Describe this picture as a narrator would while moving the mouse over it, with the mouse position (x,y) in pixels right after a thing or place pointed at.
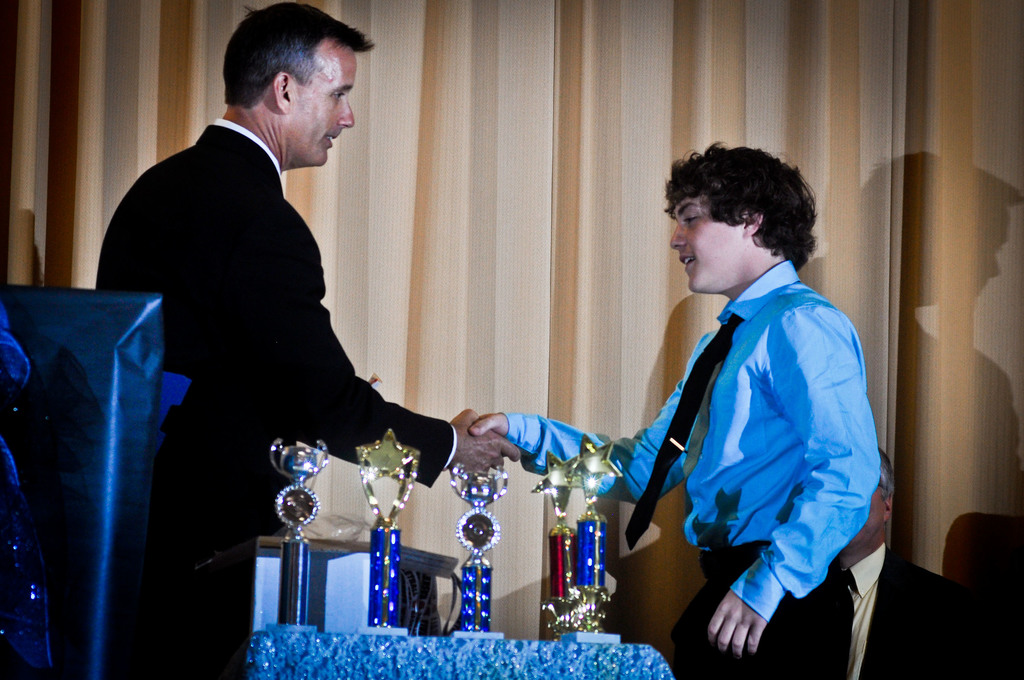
There are two people (245,265) standing and holding hands (454,462) each other and we can see trophies (294,516) on the table (252,666). In the background (369,128) we can see a person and curtain (922,462), on this curtain (922,462) we can see shadow (929,234) of person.
